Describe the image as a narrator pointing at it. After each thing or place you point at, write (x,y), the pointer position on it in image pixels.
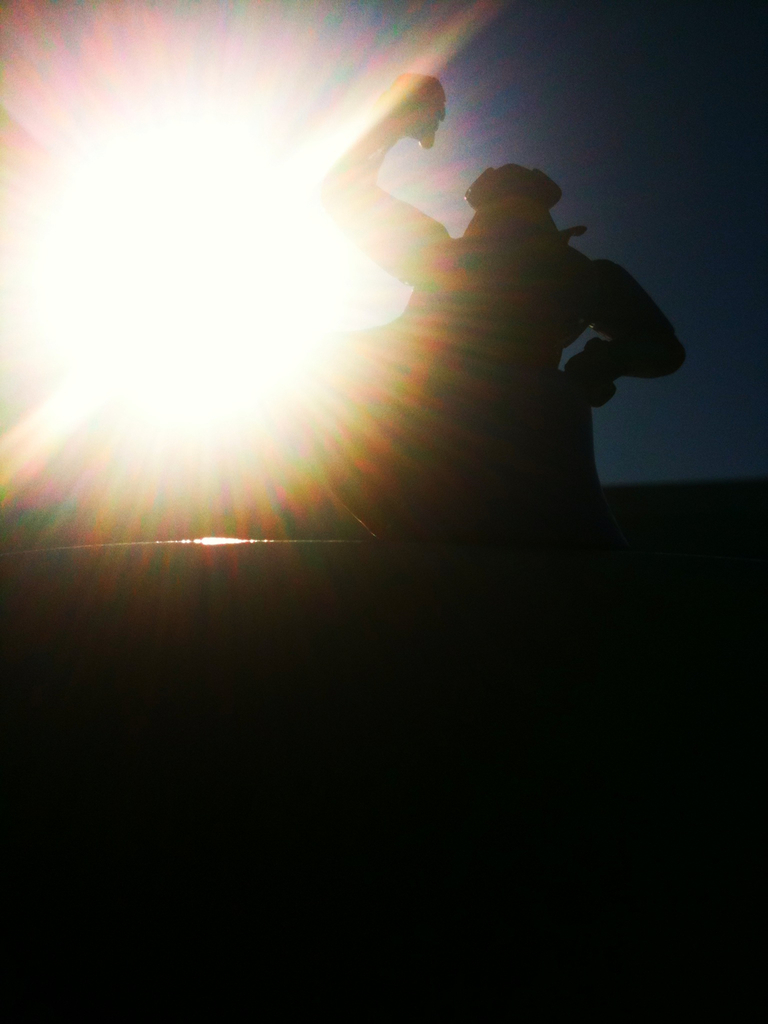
In the image there is a person (411,214) visible on the right side (536,263) and there is a bright light (172,223) on the left side (185,369) and above its sky (643,122).
